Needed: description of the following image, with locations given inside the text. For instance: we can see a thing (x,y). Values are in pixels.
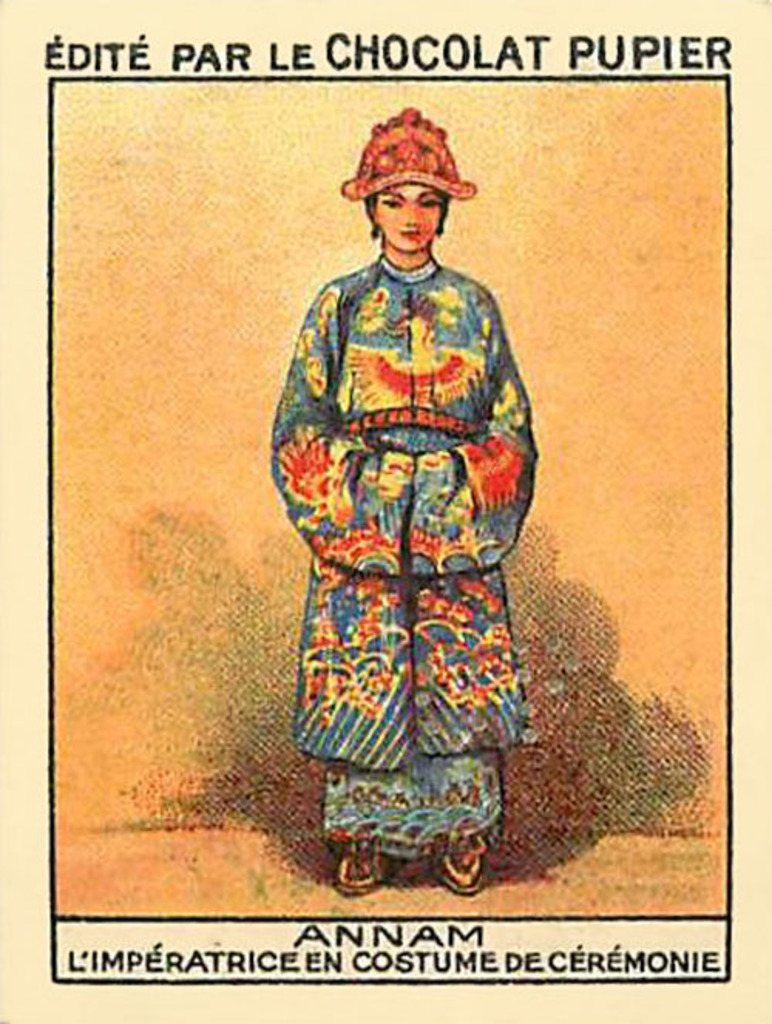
This image consists of a poster (397,489). In which we can see a person's (317,420) along with the text (383,970).
